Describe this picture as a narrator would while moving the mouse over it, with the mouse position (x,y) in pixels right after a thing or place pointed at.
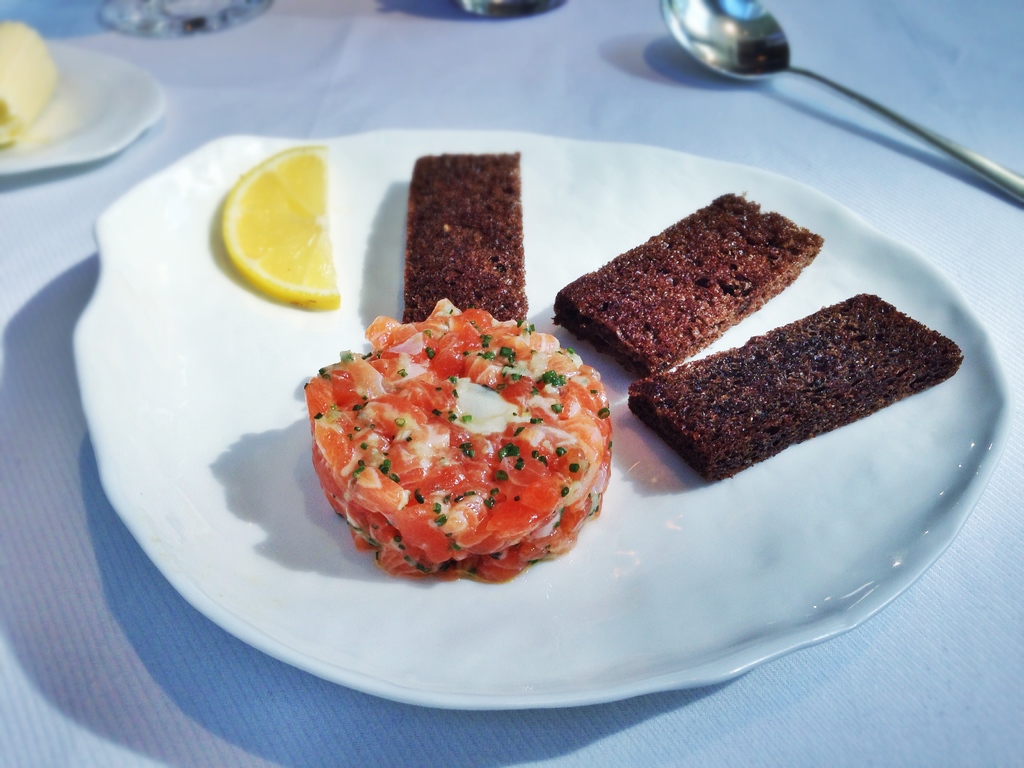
In this image there are food items (438,279) on a plate (952,378). Beside the plate (560,204) there is a spoon (841,86). There are glasses (531,11) on the table (835,648).
